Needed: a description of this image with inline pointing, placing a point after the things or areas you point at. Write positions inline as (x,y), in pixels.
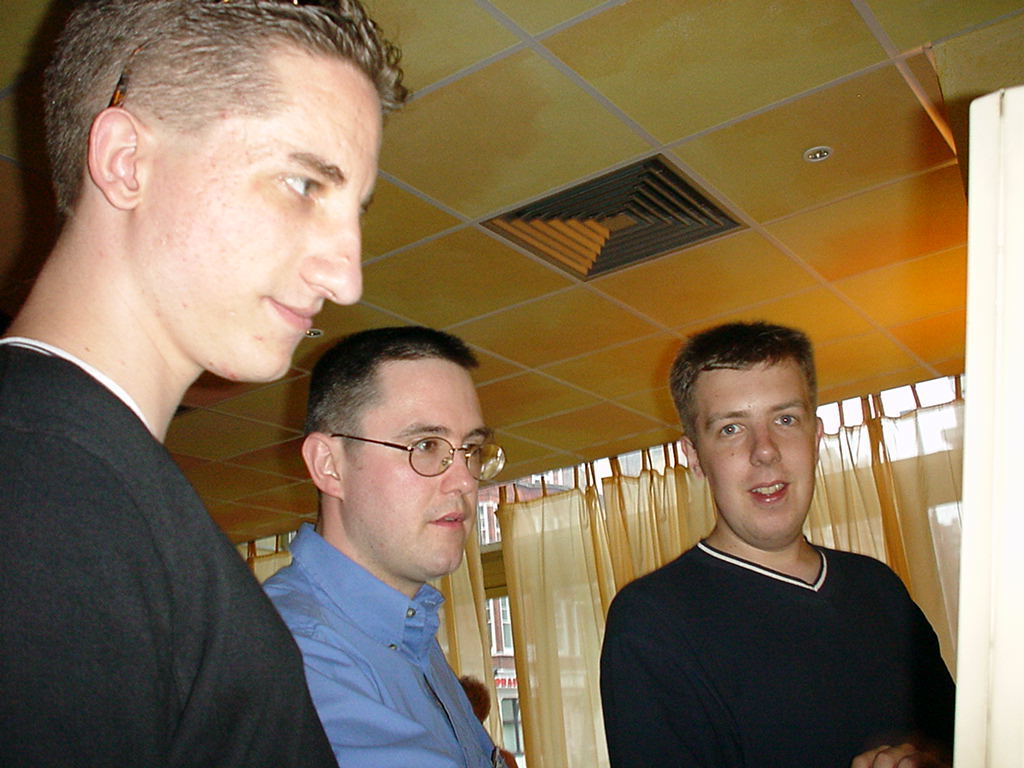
In this image, we can see three men (679,646) standing and we can see some curtains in the background (554,572).
